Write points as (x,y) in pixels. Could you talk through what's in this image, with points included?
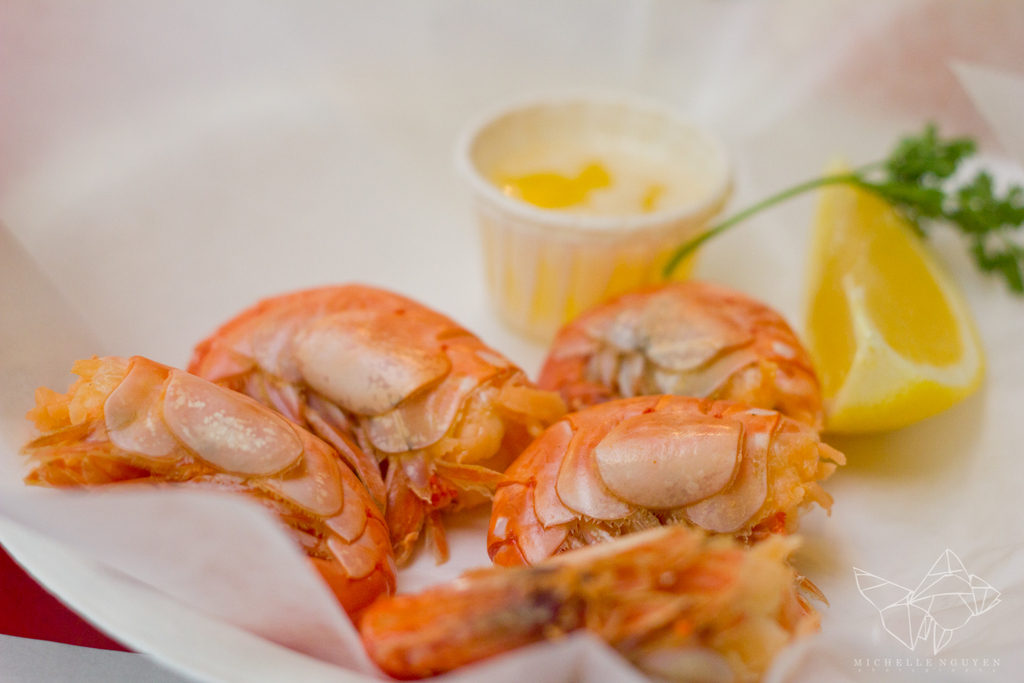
In this image there are prawns (290,324) in the plate (939,645).
